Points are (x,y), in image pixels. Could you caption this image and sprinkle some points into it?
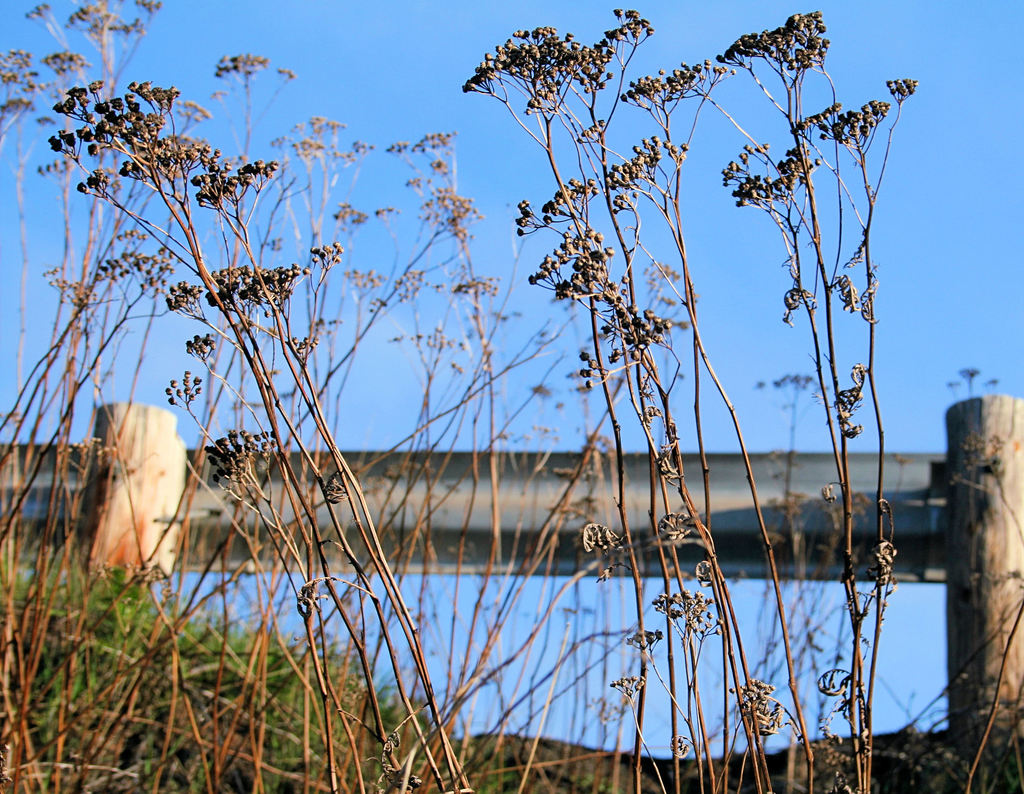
In the foreground of the picture (208,295) there are plants (313,499). In the center of the picture (536,514) there are grass (239,678) and railing (932,498). Sky (700,167) is sunny.
